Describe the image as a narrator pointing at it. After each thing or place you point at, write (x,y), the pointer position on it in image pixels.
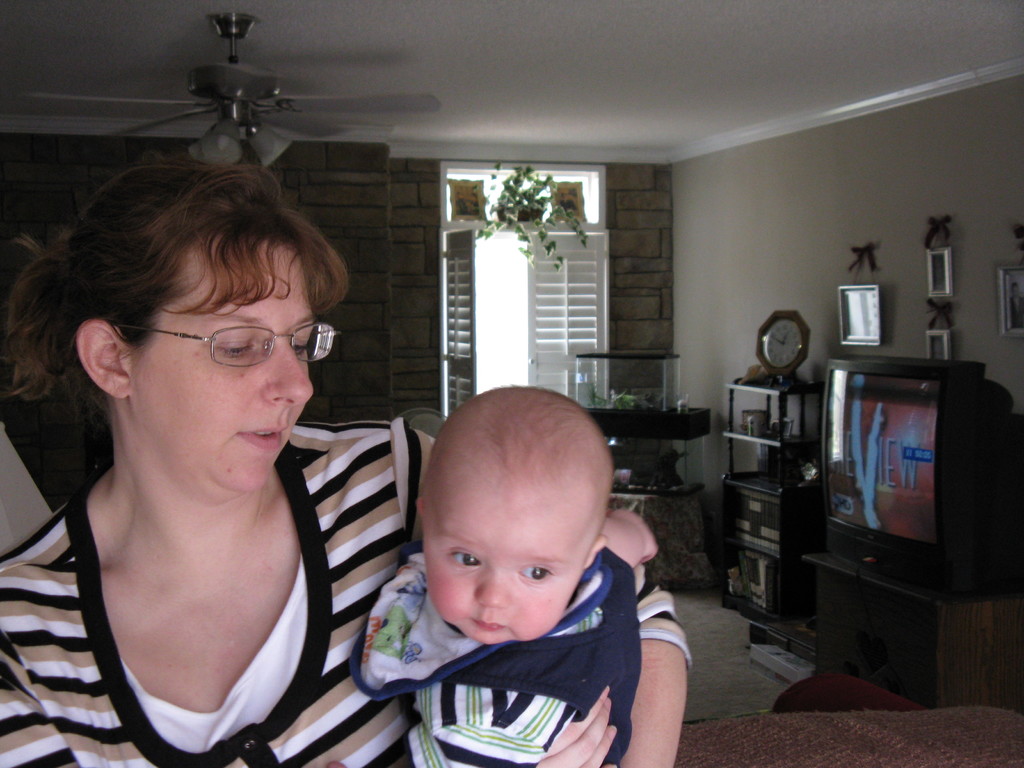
In this picture there is a woman (273,567) holding a baby (495,596) and we can see floor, television (954,486) on the stand (902,608), clock (808,347) and objects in racks (734,543), frames (861,328) on the wall (915,291) and aquarium (669,418). In the background of the image (598,313) we can see door (547,309), fan (310,111) and houseplant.
